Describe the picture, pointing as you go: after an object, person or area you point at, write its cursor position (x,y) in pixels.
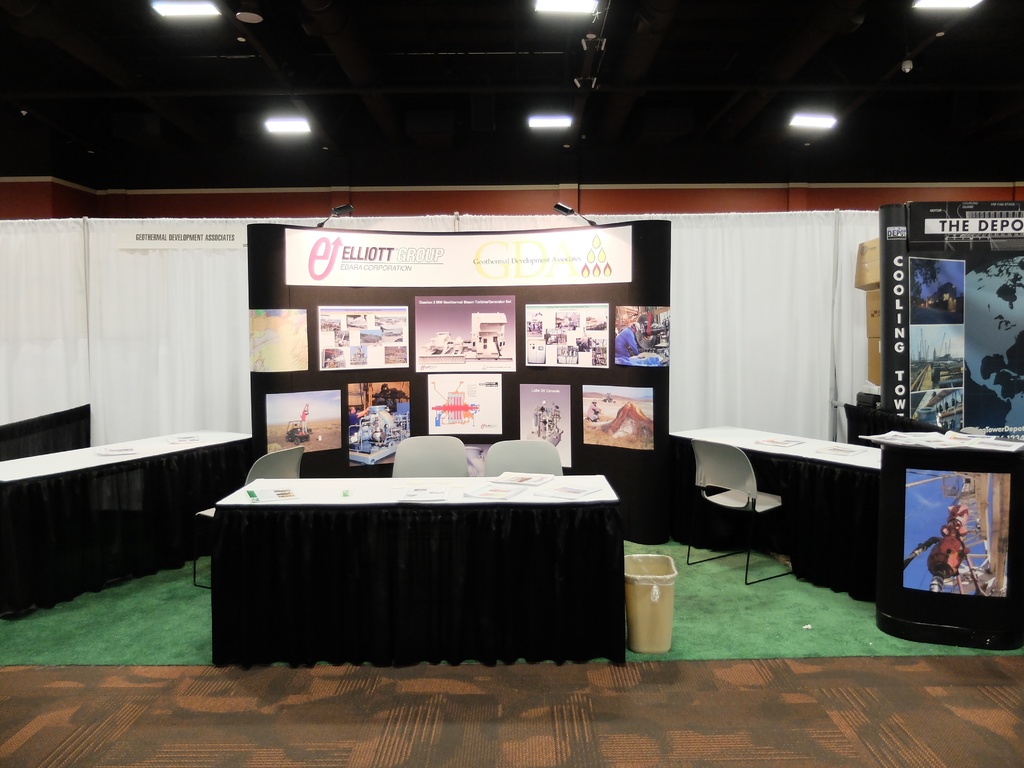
In this image, we can see posters (938,525), banners (1022,313), chairs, tables (563,540) with black cloth (458,656) and dustbin (659,652). At the bottom (634,723), there is a floor (680,718). Top of the image (204,14), we can see the lights (217,11). Here we can see white curtain (197,364) and name board (198,231).
